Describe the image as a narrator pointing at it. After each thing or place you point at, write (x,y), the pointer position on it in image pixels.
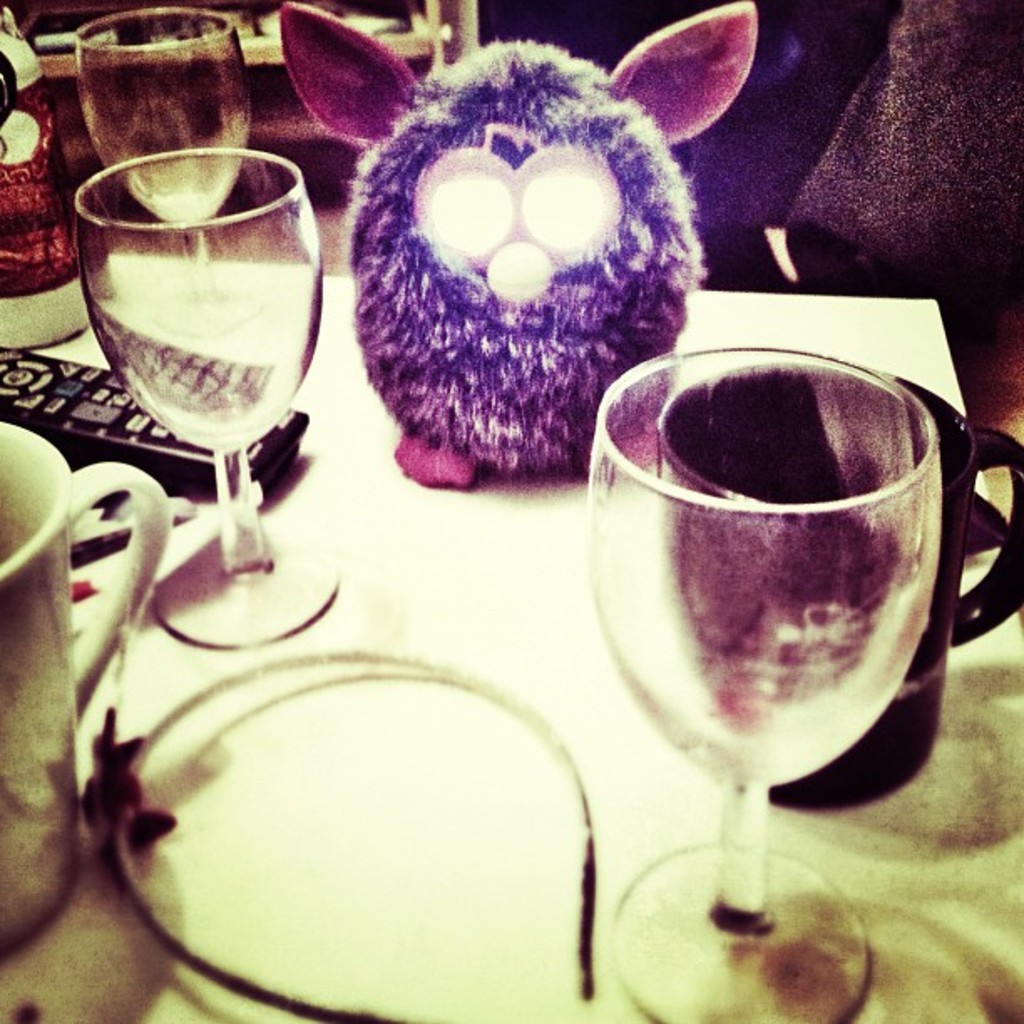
In this picture there is a table (272,504) in the center of the image (376,580), on which there are glasses (227,378), a remote (19,357), a toy (377,258), and a cup (23,486) on the table (136,657).
